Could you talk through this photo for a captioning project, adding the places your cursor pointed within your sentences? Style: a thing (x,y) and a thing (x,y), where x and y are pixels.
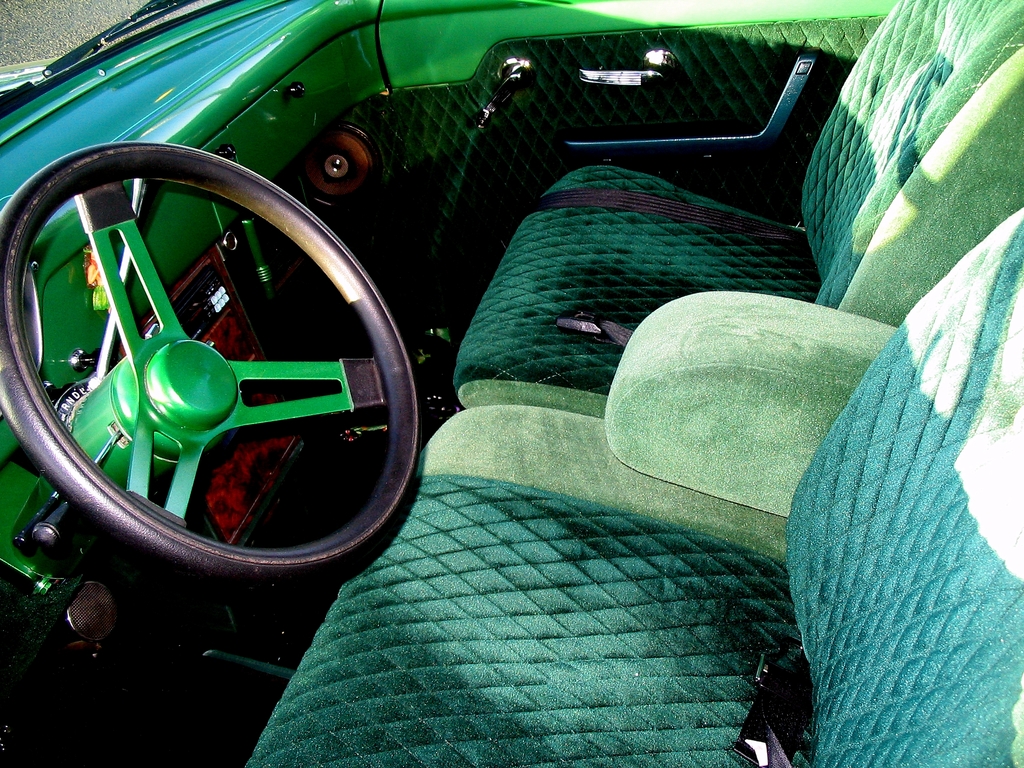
In this image I can see steering (203,412). It is black and green color. We can see two seats (662,223) and seat belts (591,319). They are in green color.
